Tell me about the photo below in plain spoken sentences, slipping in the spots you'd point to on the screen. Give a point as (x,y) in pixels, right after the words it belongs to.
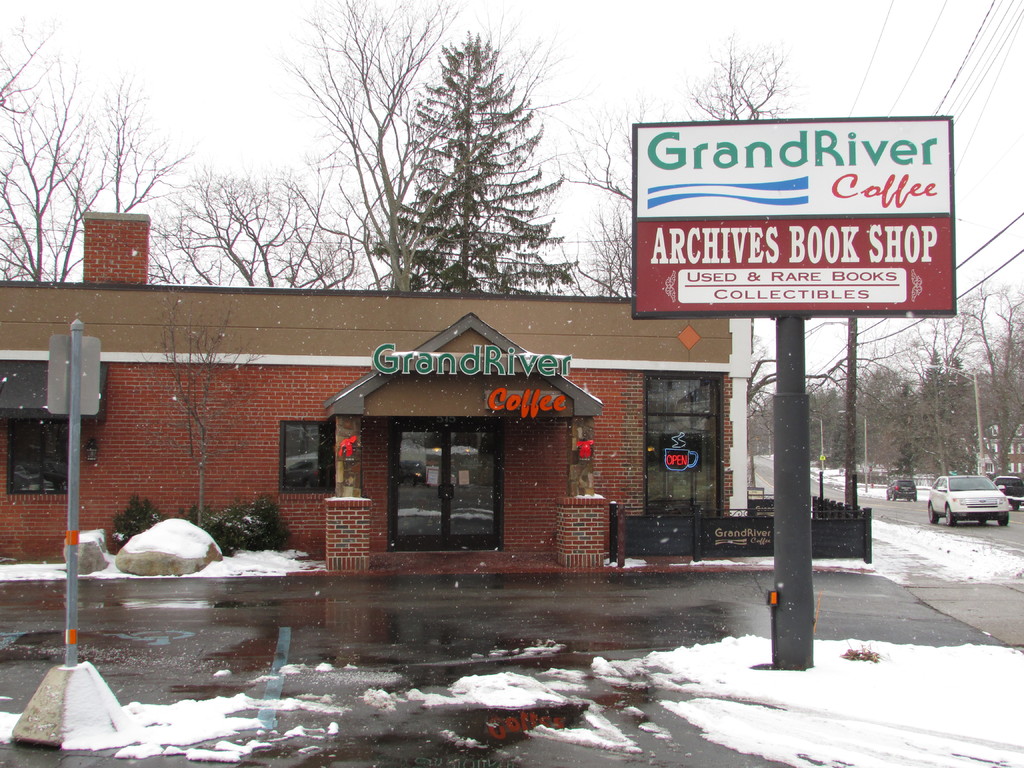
In this image, we can see a house (322,544) with doors (449,491) and windows (322,469). Here we can see brick wall (239,472), pillars (330,513), poles (780,467), boards (680,274), vehicles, trees (958,405) and plants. At the bottom (414,586), there is a road (442,635) and snow (725,733). Background (627,30) we can see the sky (644,30).
